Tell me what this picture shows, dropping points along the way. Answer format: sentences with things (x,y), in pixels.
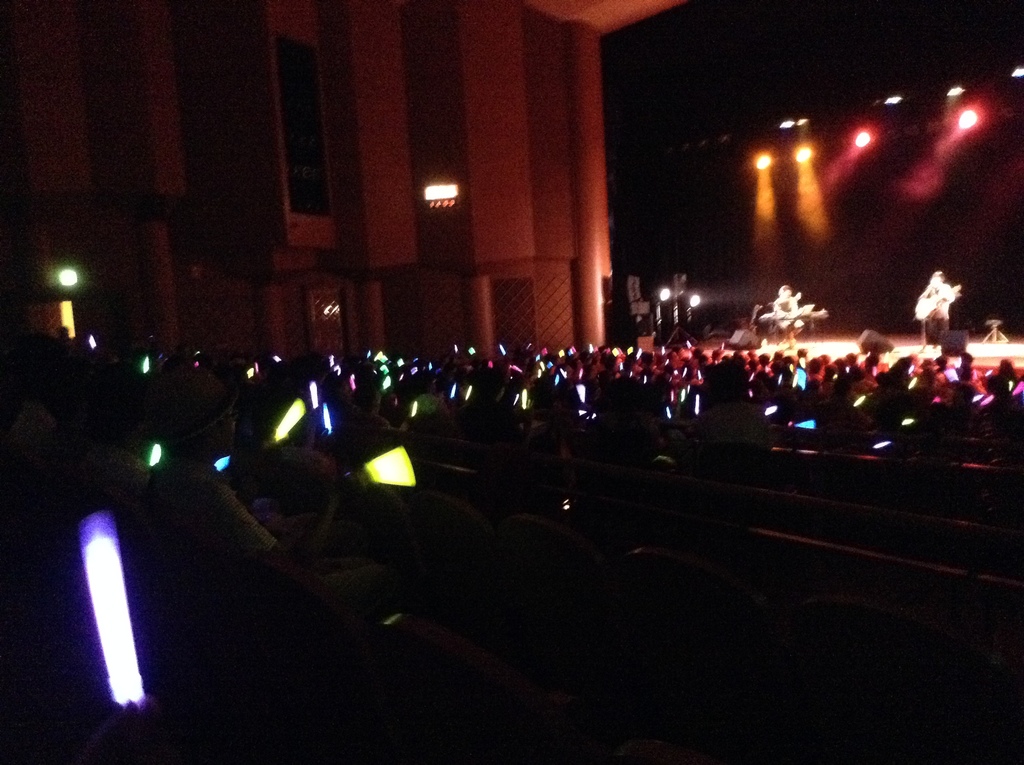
This picture describes about group of people (715,363), in this we can find few people (931,320) are playing musical instruments (822,314) on the stage (898,336), and also we can find few lights (820,218).
